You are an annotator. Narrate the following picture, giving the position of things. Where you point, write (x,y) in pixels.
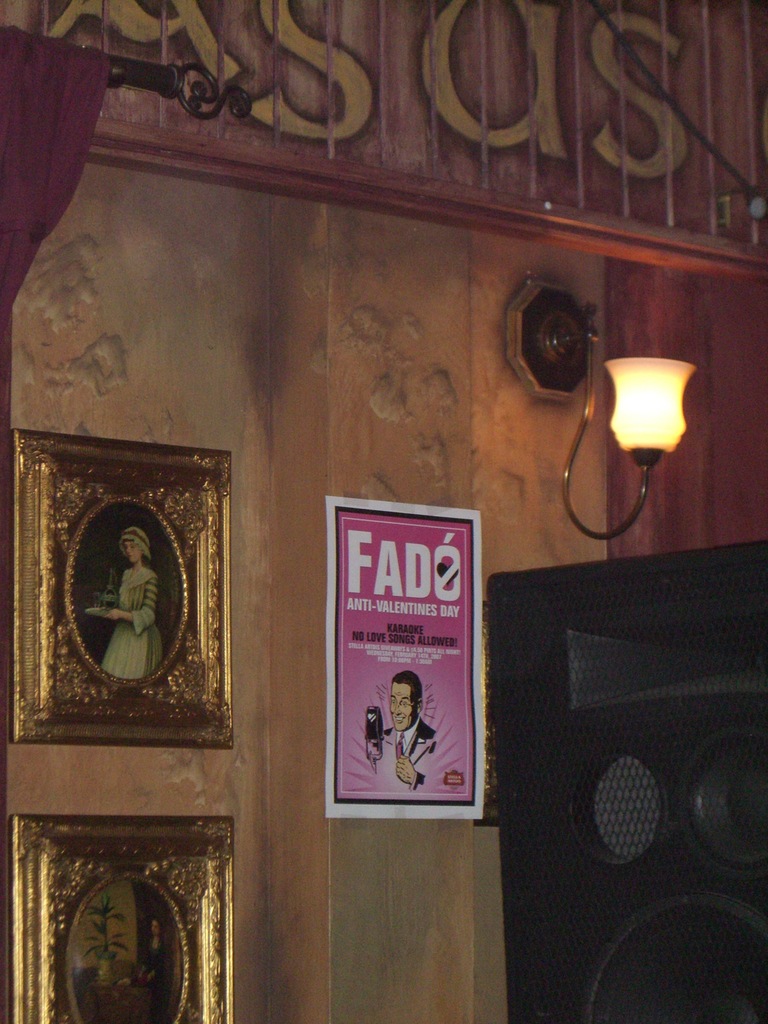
In the center of this picture (394,605) we can see a poster (408,551) attached to the wall (358,494) and we can see the text (410,561) and picture (408,732) of a person (408,701) on the poster (428,658). On the right corner (629,664) there is a black color object (628,793) seems to be the speaker (620,685) and we can see a wall mounted lamp (578,430). At the top (438,82) we can see the text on the wall (324,167) and we can see a curtain (73,126), metal rod (163,79) and picture frames (216,651) hanging on the wall (182,766).
